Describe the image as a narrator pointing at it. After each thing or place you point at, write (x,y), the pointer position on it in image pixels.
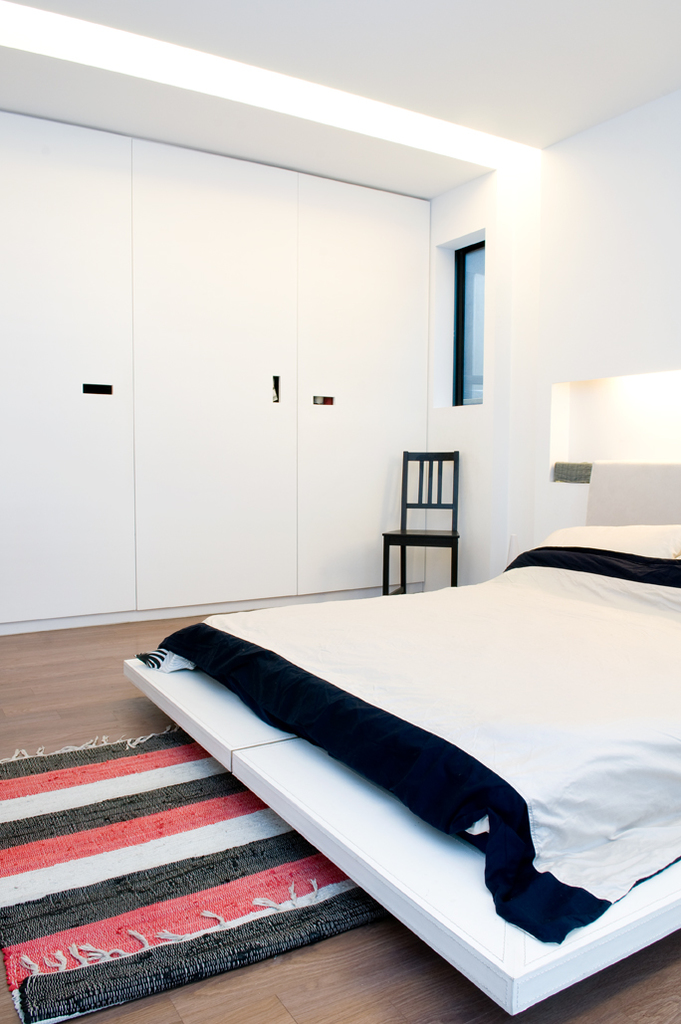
In this image, we can see bed (367,701) covered bed sheet (528,684). At the bottom (318,986), we can see wooden floor (312,992) and floor mat (123,921). Background (322,485) we can see cupboards (234,496), chair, glass window (476,326) and white wall (574,249). Top of the image (511,66), we can see the ceiling (439,45).
